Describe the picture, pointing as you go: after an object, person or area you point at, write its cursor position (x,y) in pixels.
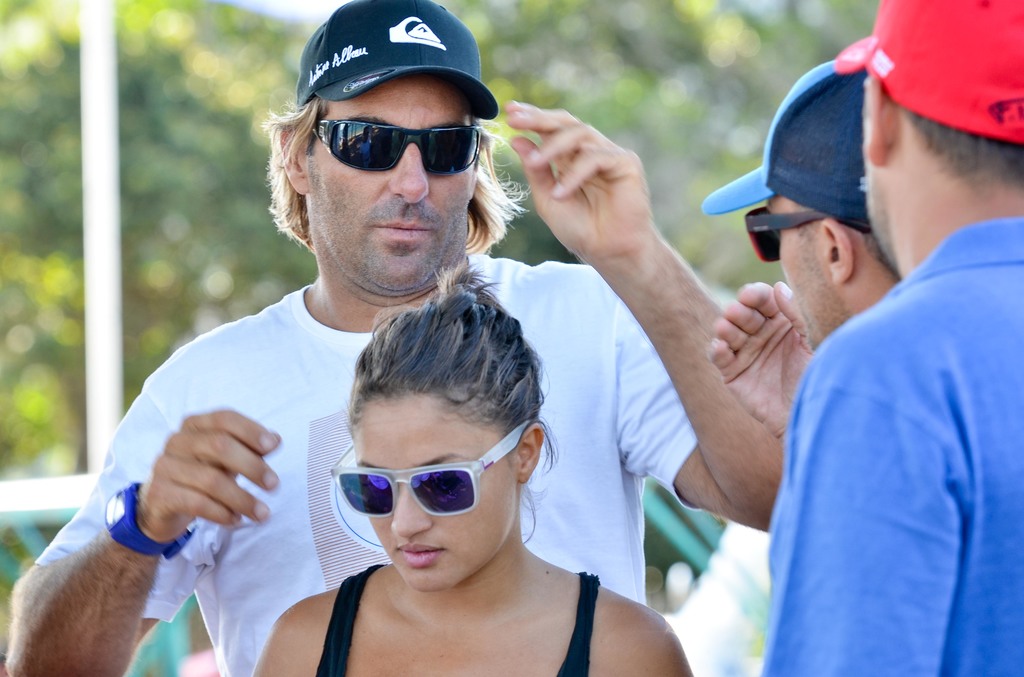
In this picture there are people (340,256) in the center of the image (546,242) and there are trees (179,114) in the background area of the image (56,187), there is a pole (95,114) on the left side of the image (86,101).
